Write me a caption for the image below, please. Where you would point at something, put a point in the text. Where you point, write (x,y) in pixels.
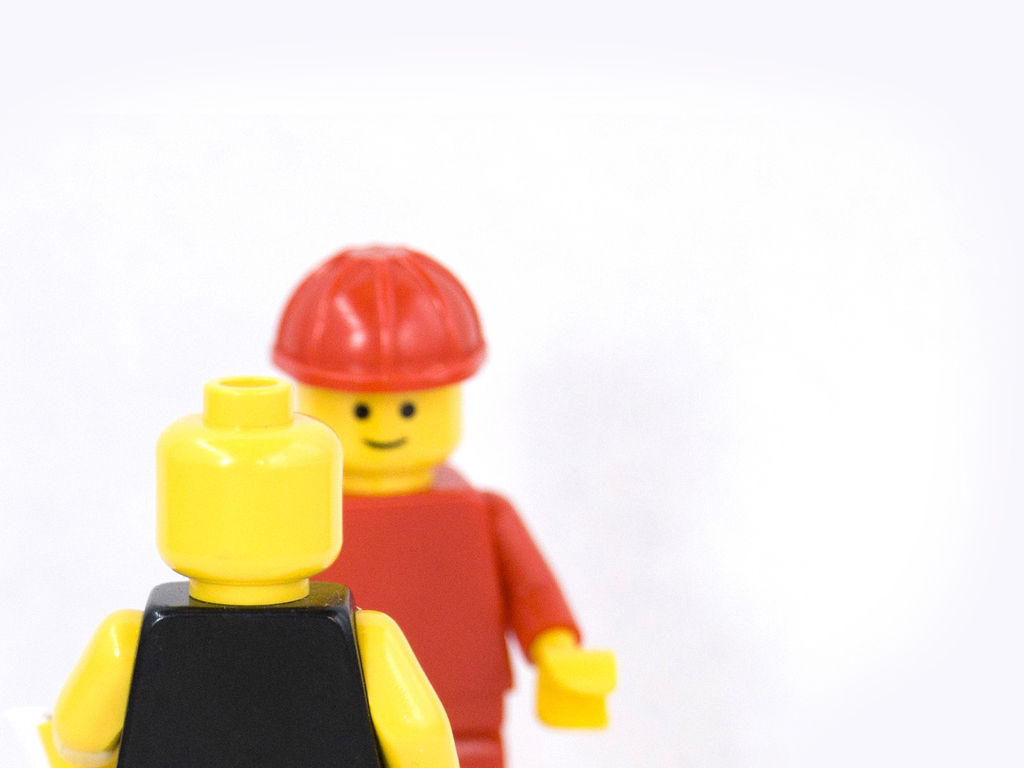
In the picture there are two toys (413,558), they are kept opposite to each other and the background of the toys (102,688) is white.
